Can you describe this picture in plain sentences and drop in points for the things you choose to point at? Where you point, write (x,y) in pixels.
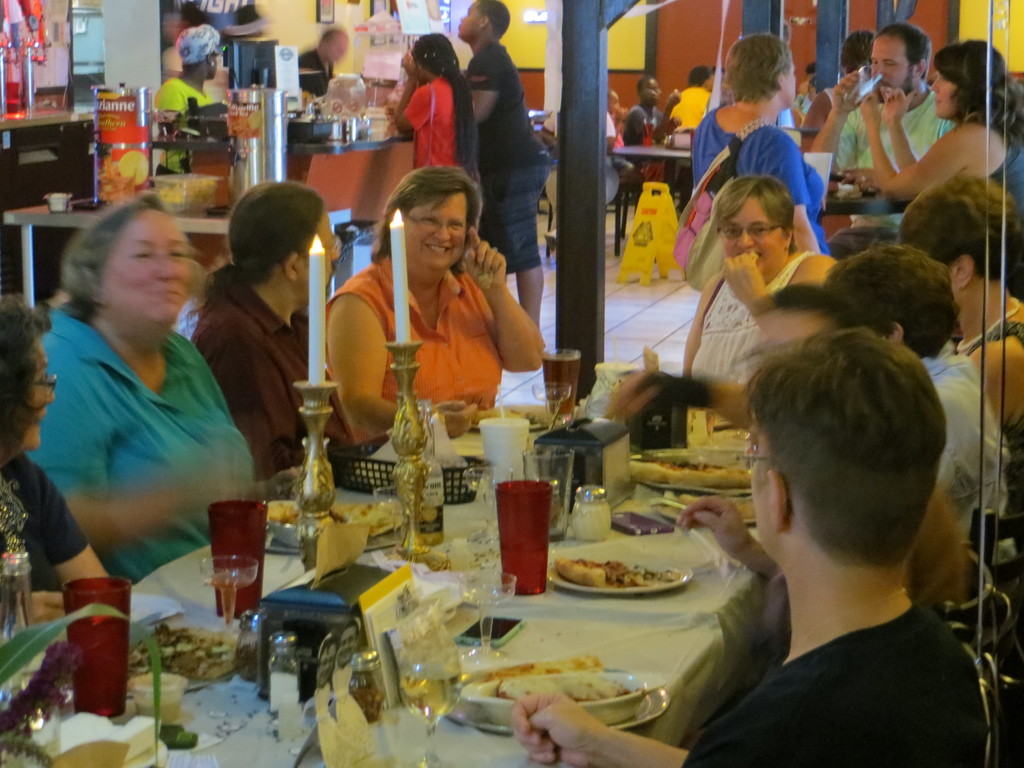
In this picture we can see group of people (752,401) where some are sitting on chair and in front of them there is table (456,520) and on table (242,760) we can see glasses (250,577), plate (585,659), bowl (598,714), box (579,433), basket (388,469), candle (406,454), mobile (480,635), cards (405,568), some food (641,582) and in background (501,197) we can see some people (420,112) at counter (335,139), wall (639,56), pillar (598,40).
